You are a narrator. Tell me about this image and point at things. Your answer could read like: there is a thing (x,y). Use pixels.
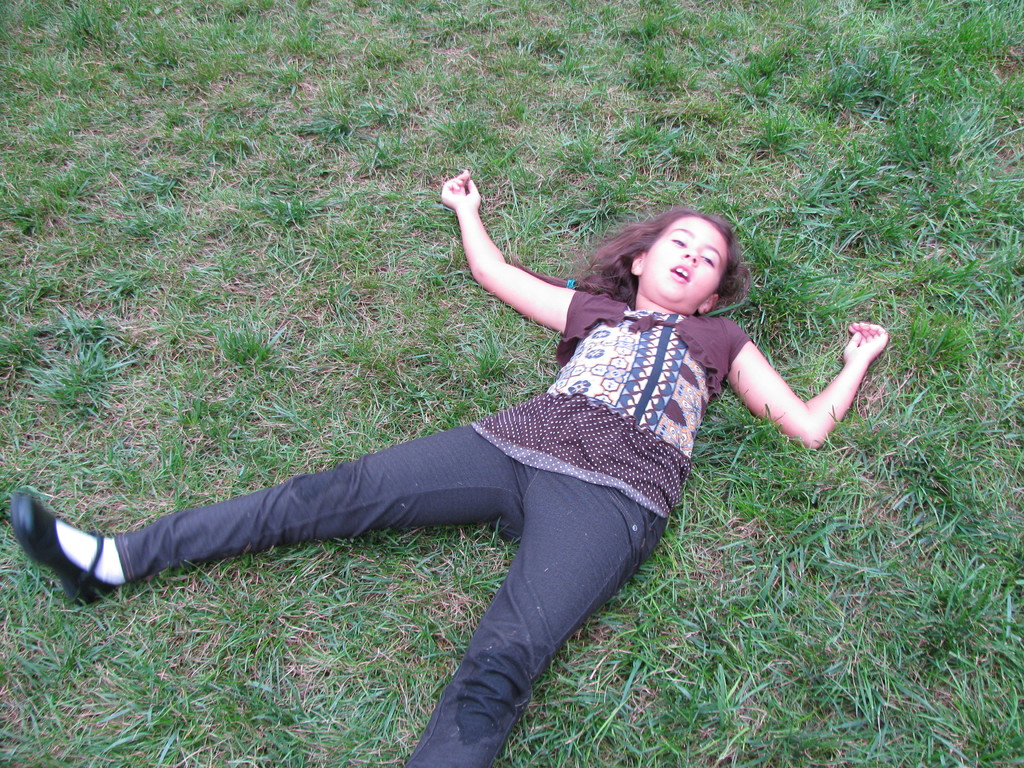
In this image I can see a girl (500,428) lying on the grass (446,208).
